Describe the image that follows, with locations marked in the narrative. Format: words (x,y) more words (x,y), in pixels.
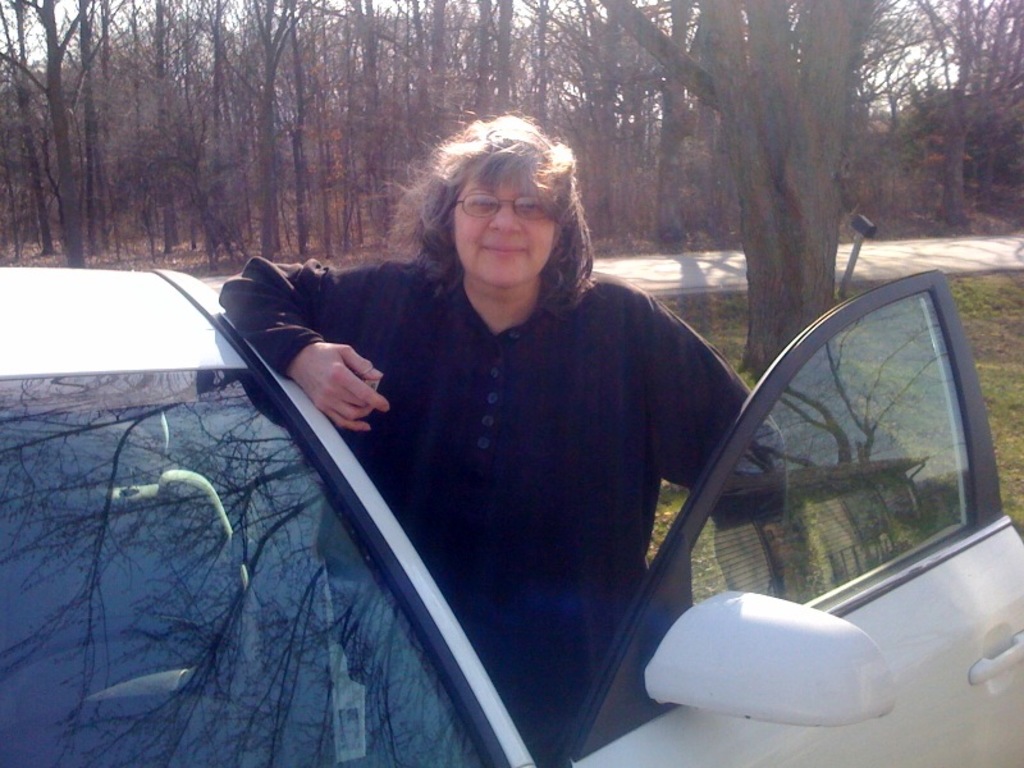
In this image we can see a woman (537,407), vehicle (50,447) and trees (654,120).
